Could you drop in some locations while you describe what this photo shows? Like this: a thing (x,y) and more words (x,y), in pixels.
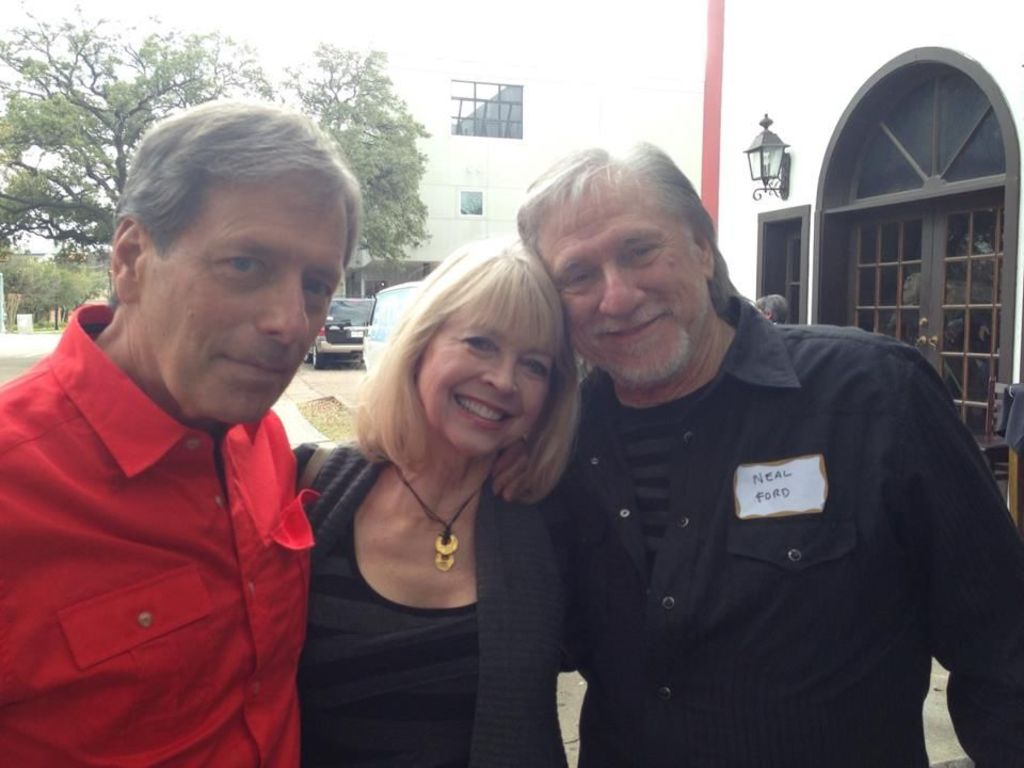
In this image there are three persons (573,388) standing, and in the background (755,273) there are buildings (1023,360), trees (41,94), vehicles (388,313), sky (278,62).
